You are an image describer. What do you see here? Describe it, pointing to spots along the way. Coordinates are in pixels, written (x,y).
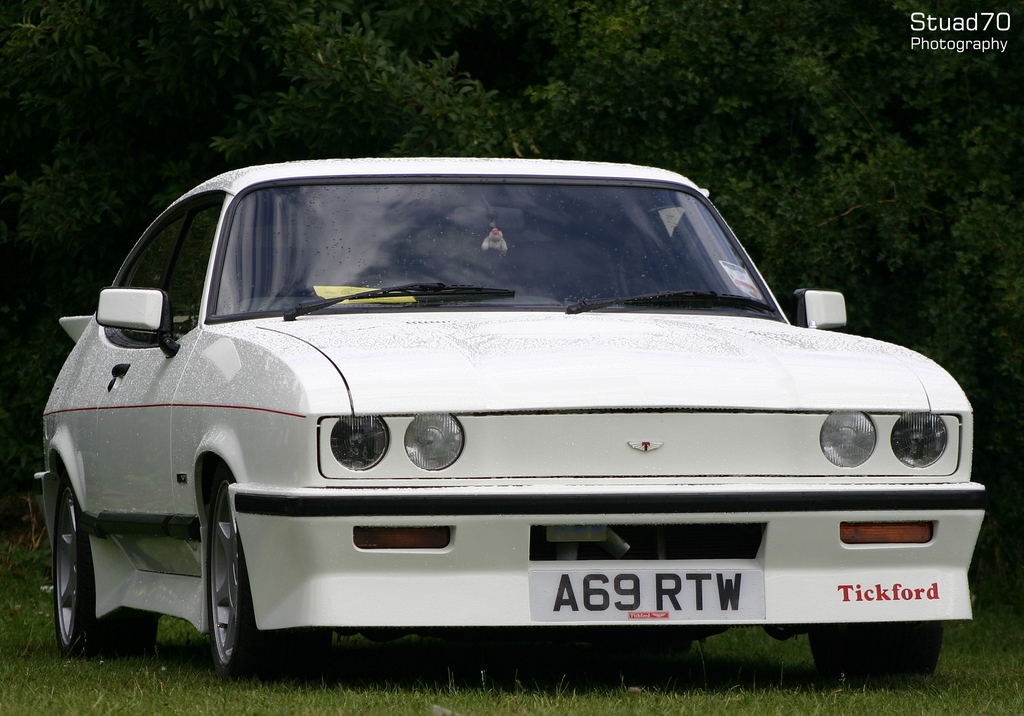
In this picture we can see a white car (459,491) on the grass path (217,675) and behind the car (672,286) there are trees (908,124). On the image there is a watermark (953,41).
